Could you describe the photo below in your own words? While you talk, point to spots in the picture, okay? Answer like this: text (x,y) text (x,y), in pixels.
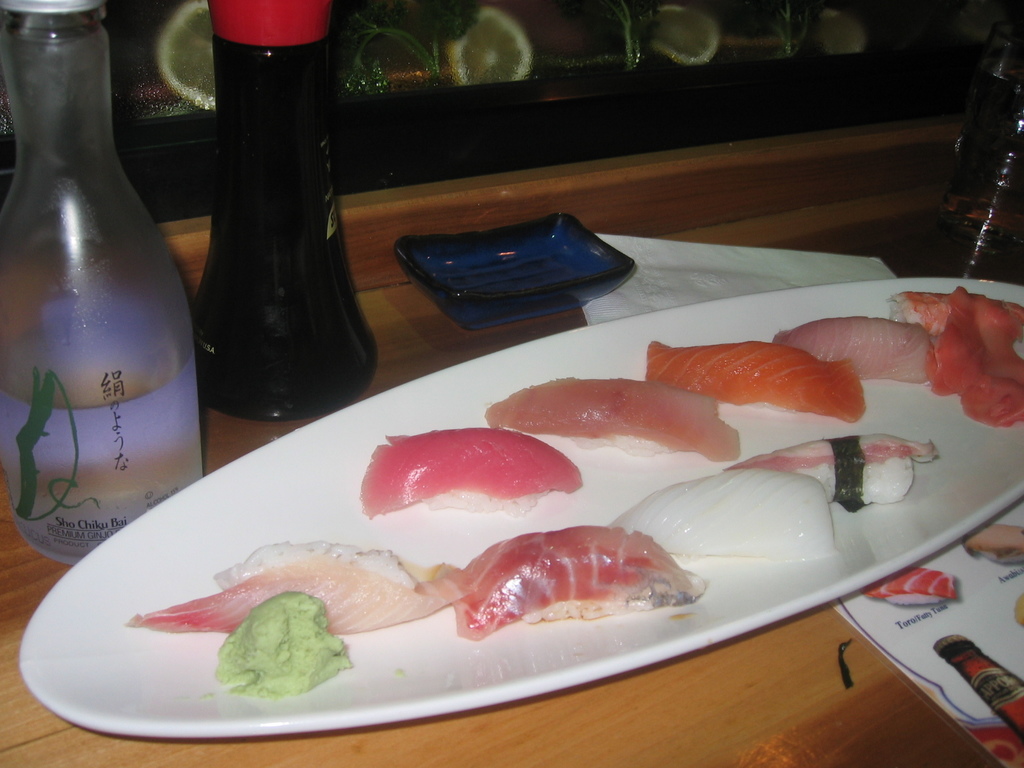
This image consists of bottle (274,386), plate (441,391), meat (763,544), paper (888,608), glass (969,144). Meat (638,405) is on the plate (870,568).
